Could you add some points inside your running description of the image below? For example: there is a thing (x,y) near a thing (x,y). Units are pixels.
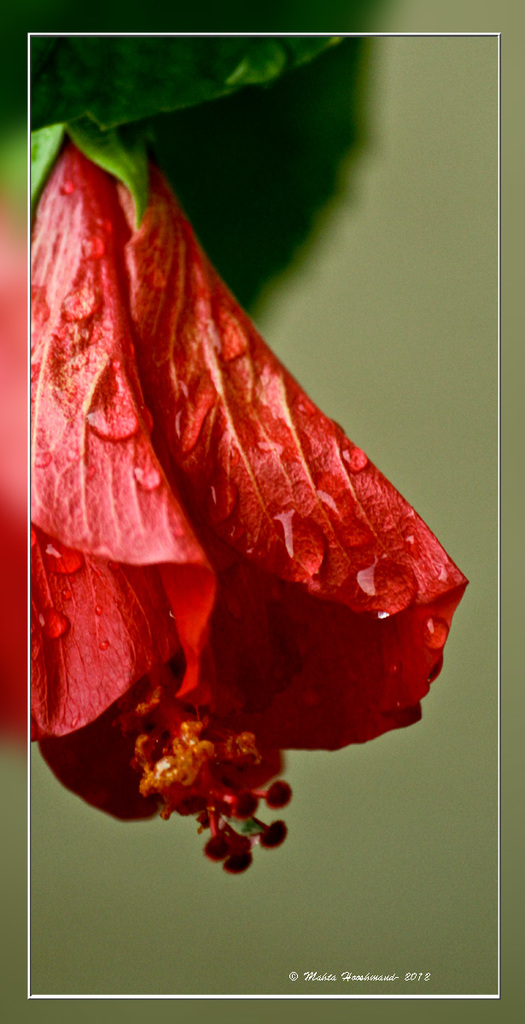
In this image I can see a red color flower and green color leaf (293,118).
